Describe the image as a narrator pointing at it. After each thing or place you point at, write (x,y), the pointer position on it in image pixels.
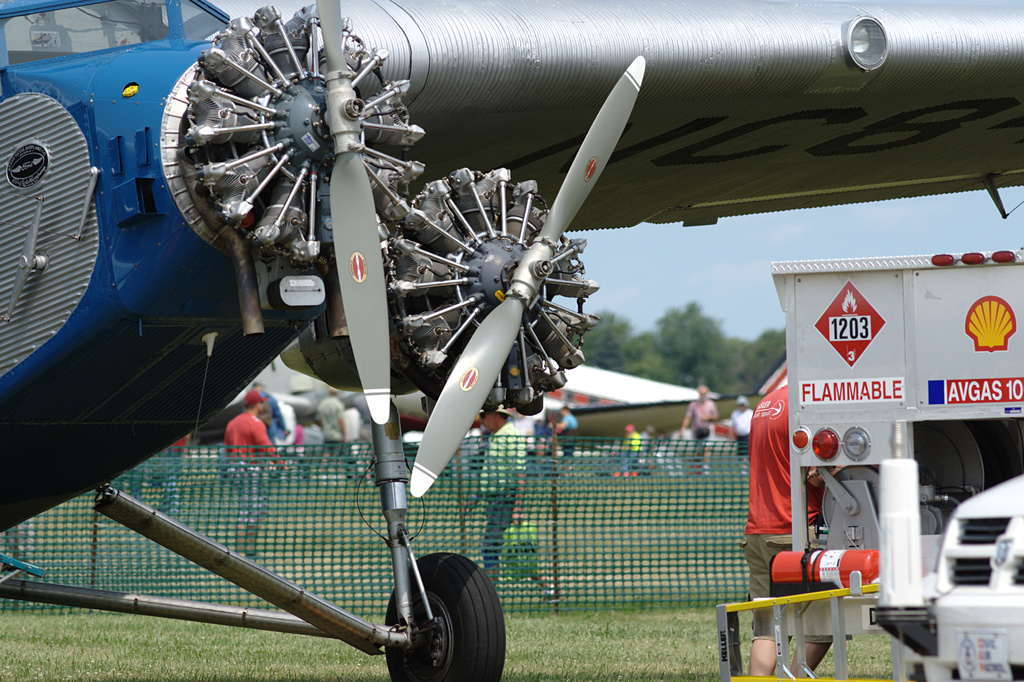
On the left side of this image (130,160) there is an aircraft (75,291). On the right side (935,555) there is a vehicle (955,609) and a machine tool (854,467). Beside this a person (764,476) is standing. At the bottom (278,648), I can see the grass (170,669) and there is a net fencing (557,517). In the background (627,396) there is a tent (601,393) and I can see many people (709,422). In the background (689,347) there are many trees (688,350) and also I can see the sky (663,260).
